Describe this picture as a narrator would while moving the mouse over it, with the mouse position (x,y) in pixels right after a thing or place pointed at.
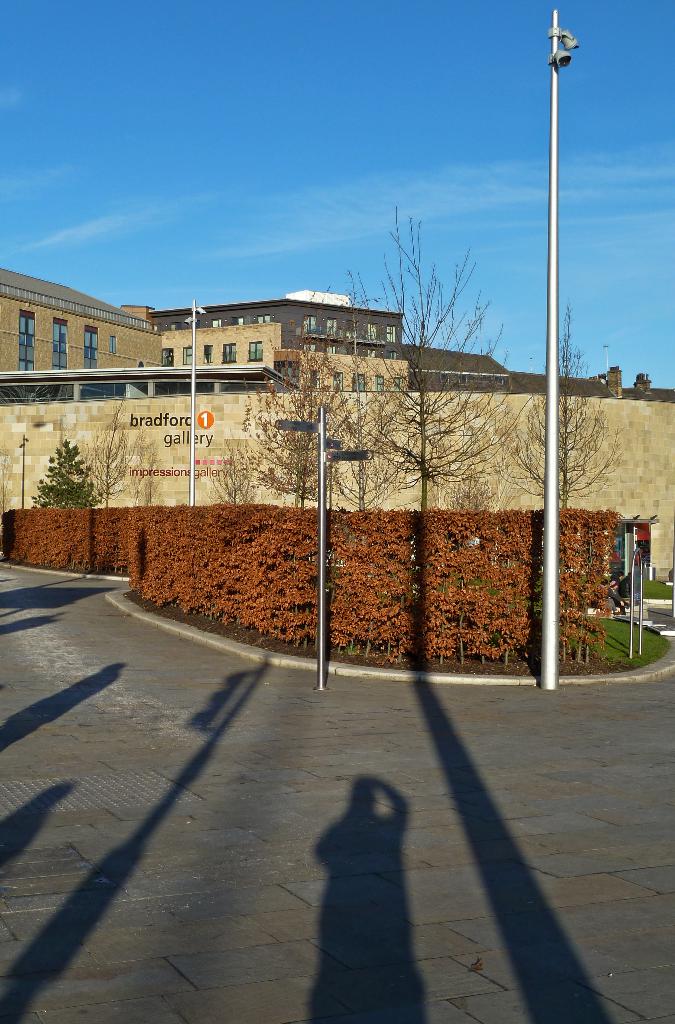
At the bottom of the image (305,843) there is a road (362,849). In front of the road (462,830) there are some trees (208,561) and building (336,370). In the background (364,206) there is a sky (364,172).
